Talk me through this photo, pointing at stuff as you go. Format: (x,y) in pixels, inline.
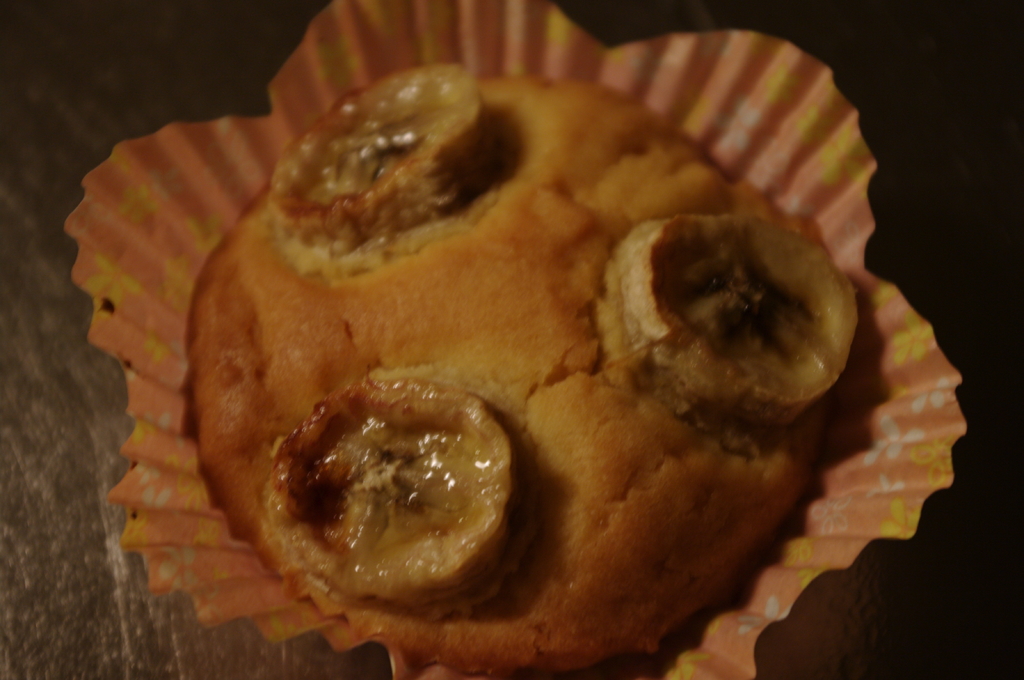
In this image I can see a cup cake (486,308) which is brown and cream in color in a cup (780,144) which is orange, white and yellow in color. I can see it is on the black colored surface (21,100).
